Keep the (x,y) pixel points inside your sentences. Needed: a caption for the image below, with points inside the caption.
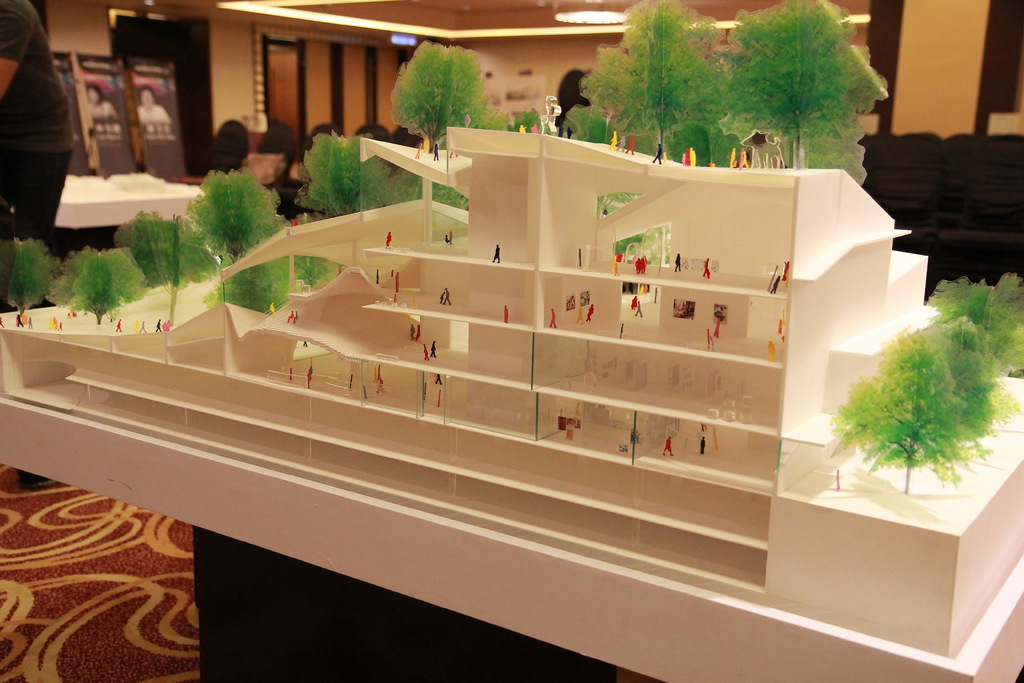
In this picture we can see few people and a miniature (485,338), in the background (421,27) we can find few lights (473,29), tables (146,198) and frames (171,100).
